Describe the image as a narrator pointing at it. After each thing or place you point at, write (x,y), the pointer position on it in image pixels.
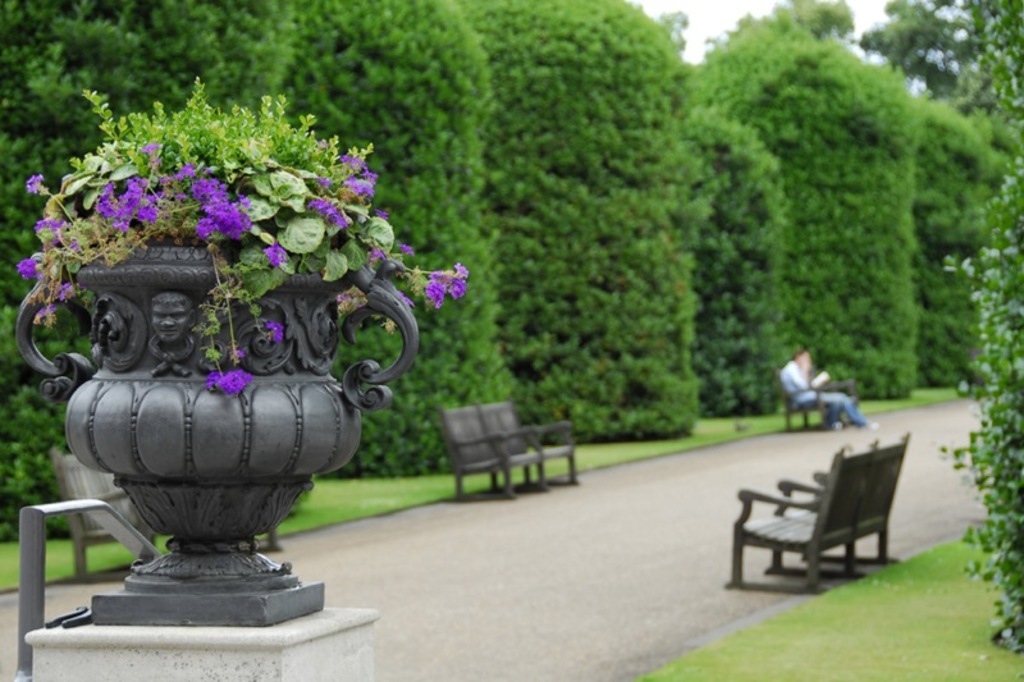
On the background (465,129) we can see trees (760,140). At the top (730,13) there is a sky (715,19). Here on the road (697,485) we can see benches (785,481). We can a man (838,397) sitting on a bench (848,389) and holding a book (818,387) in his hand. In Front (232,528) portion of the picture we can see a flower plant (237,385) with pot (262,475). This is a grass (831,640).
